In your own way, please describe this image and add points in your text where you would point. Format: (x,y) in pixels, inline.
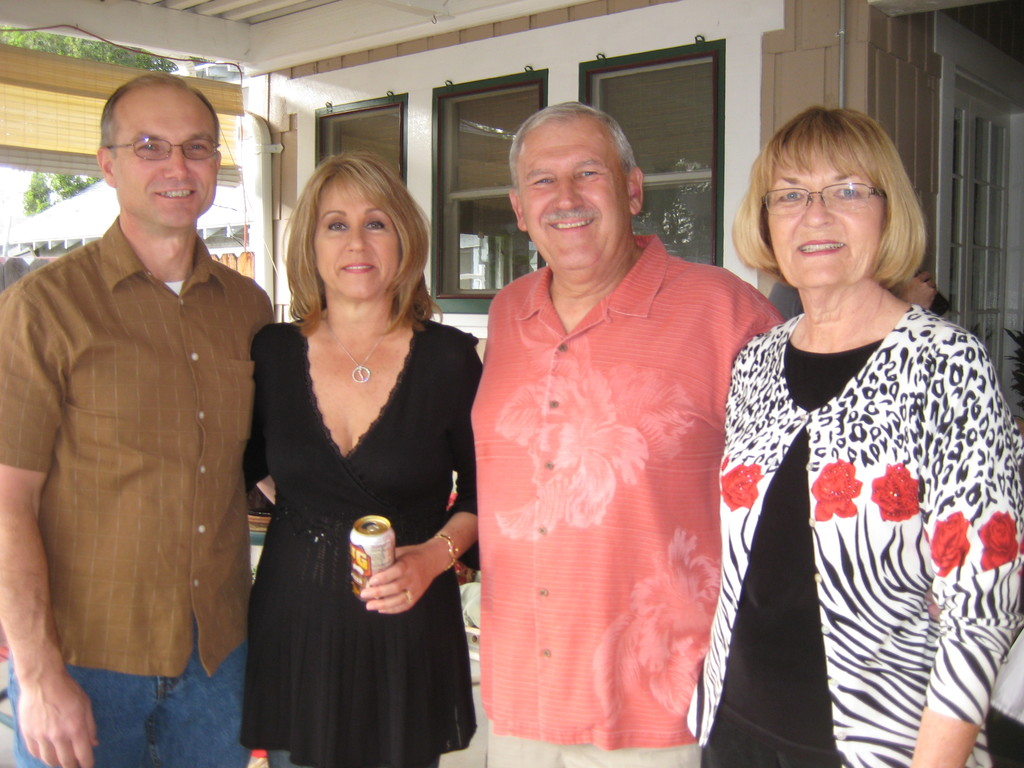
In this image, there are four persons (682,432) standing and smiling. In the background (388,114), I can see glass windows (641,102), trees (167,69) and roof (66,219). On the right side of the image (978,212), I can see a door (979,266).
